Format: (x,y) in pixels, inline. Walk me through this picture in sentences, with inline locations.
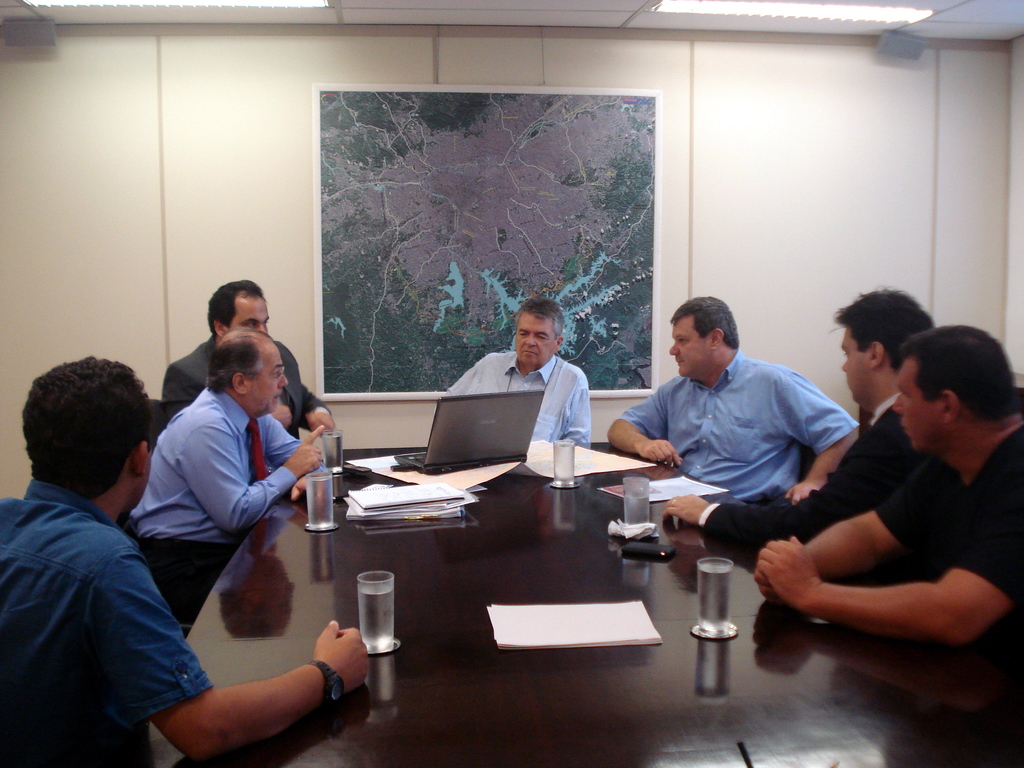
In this image, there is a table (863,730) which is in black color, on that table (447,605) there are glasses (324,490) and there are some papers (593,621) which are in white color kept on the table (464,611), there is a laptop (441,469) which is in black color, there are some people (896,609) sitting on the chairs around the table (489,501), in the background (47,160) there is a white color wall (127,247) and there is a colorful picture (377,168) in the middle (461,288).
